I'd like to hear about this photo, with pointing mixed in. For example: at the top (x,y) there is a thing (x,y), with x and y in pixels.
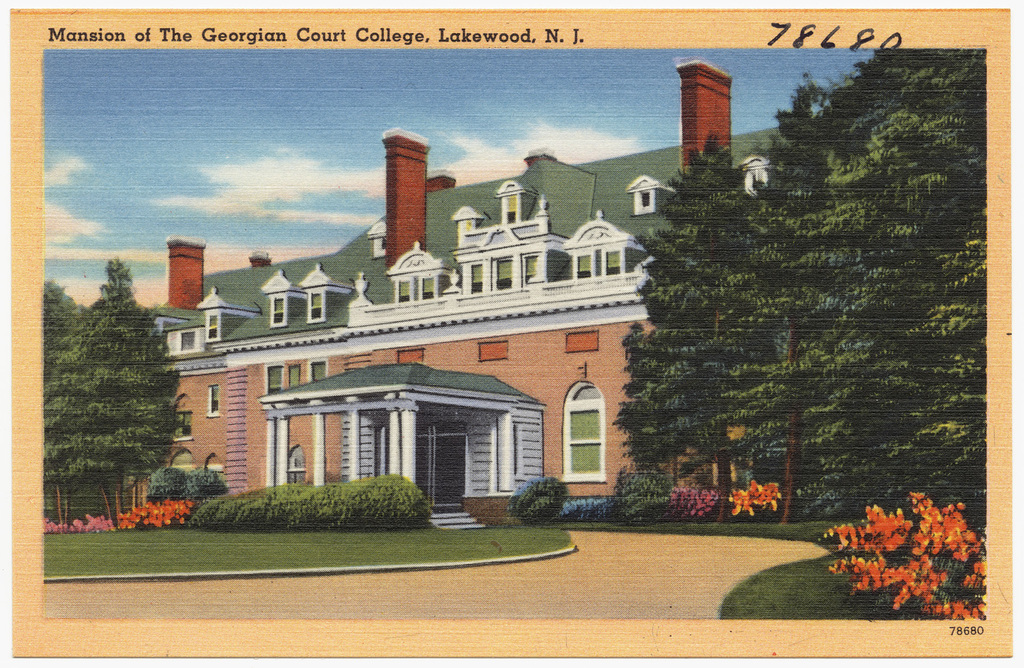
This is a poster (739,216). On the poster (809,195) there is a building (525,254) and there are trees (925,490). In the foreground (898,606) there are plants (897,565). At the top (362,121) there is sky (342,148) and there are clouds (579,150) and there is text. At the bottom (660,568) there is a pavement (178,587) and there is grass (318,537).
